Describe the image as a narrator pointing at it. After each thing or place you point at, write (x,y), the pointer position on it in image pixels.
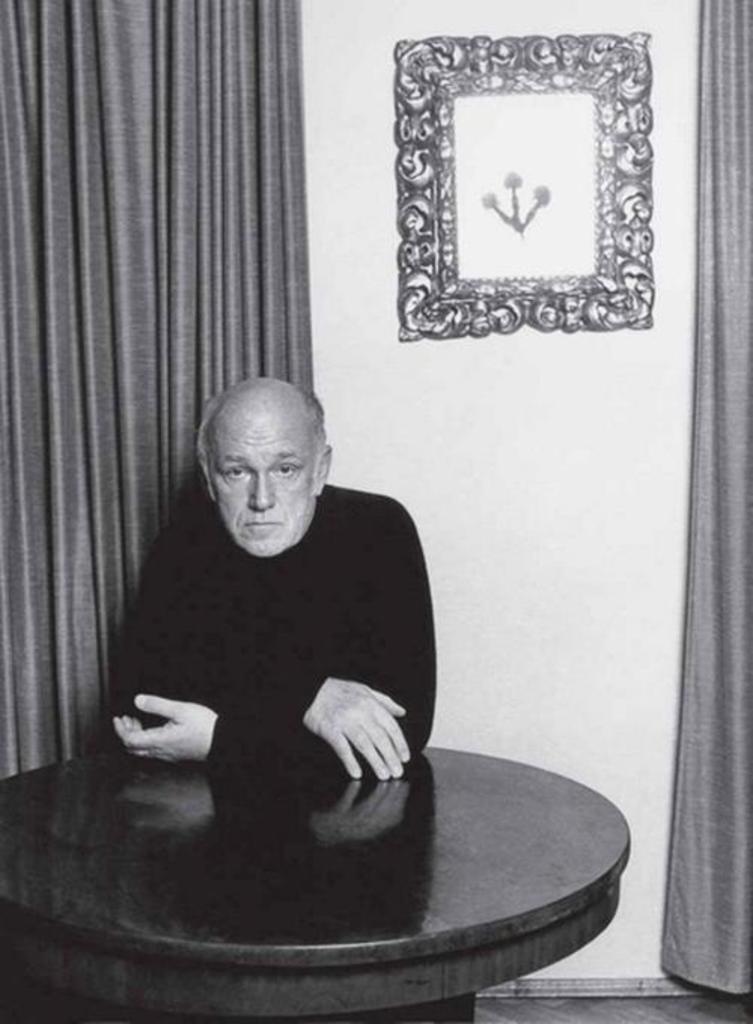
In this image we have a man (287,664) who is sitting on the chair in front of the table (327,863) behind this man (279,590) we have curtain (194,266) and a wall (505,372) with wall frame (471,282) on it.
